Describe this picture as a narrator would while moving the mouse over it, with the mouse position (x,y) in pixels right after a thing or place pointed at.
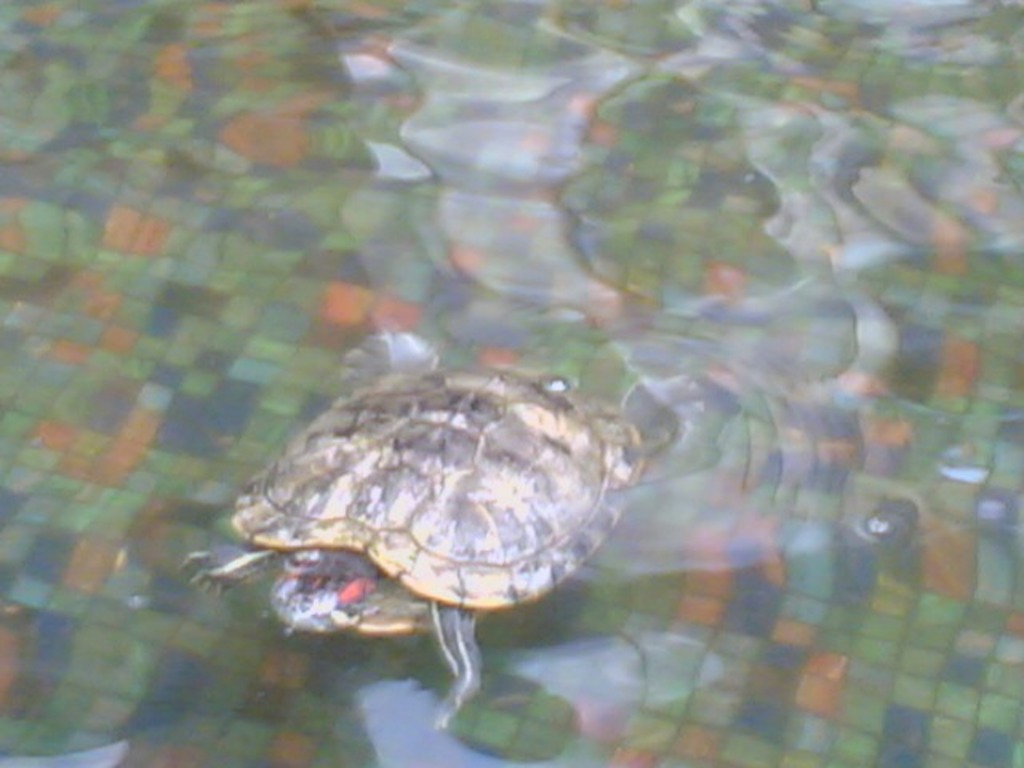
In the image we can see some water (277,367), in the water (189,578) a tortoise (458,653) is swimming.
